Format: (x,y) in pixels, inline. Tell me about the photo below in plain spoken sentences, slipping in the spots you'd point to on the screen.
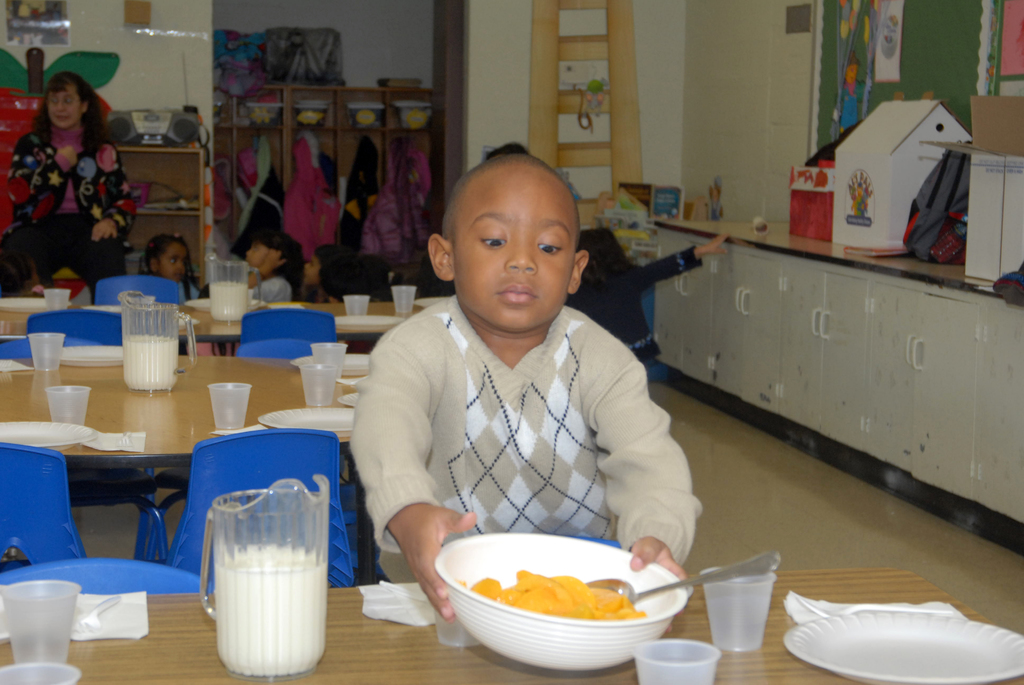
In this image there is a child (426,445) standing and holding a bowl (582,562) in his hands (637,570). The bowl (487,618) consists of some food item (616,593) and spoon (688,587) in it. On the table (153,657) there is a jug (296,634) with milk (245,627) and glasses (49,643) along with the plates (883,674) on it. In the background (93,211) there is a woman (53,169) sitting and children (302,257) are sitting down on the floor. On the right side of the image (915,415) there are cupboards (801,372) and some things (908,199) are placed on that. This is the wall (487,31) with a painting (620,117) on it.
